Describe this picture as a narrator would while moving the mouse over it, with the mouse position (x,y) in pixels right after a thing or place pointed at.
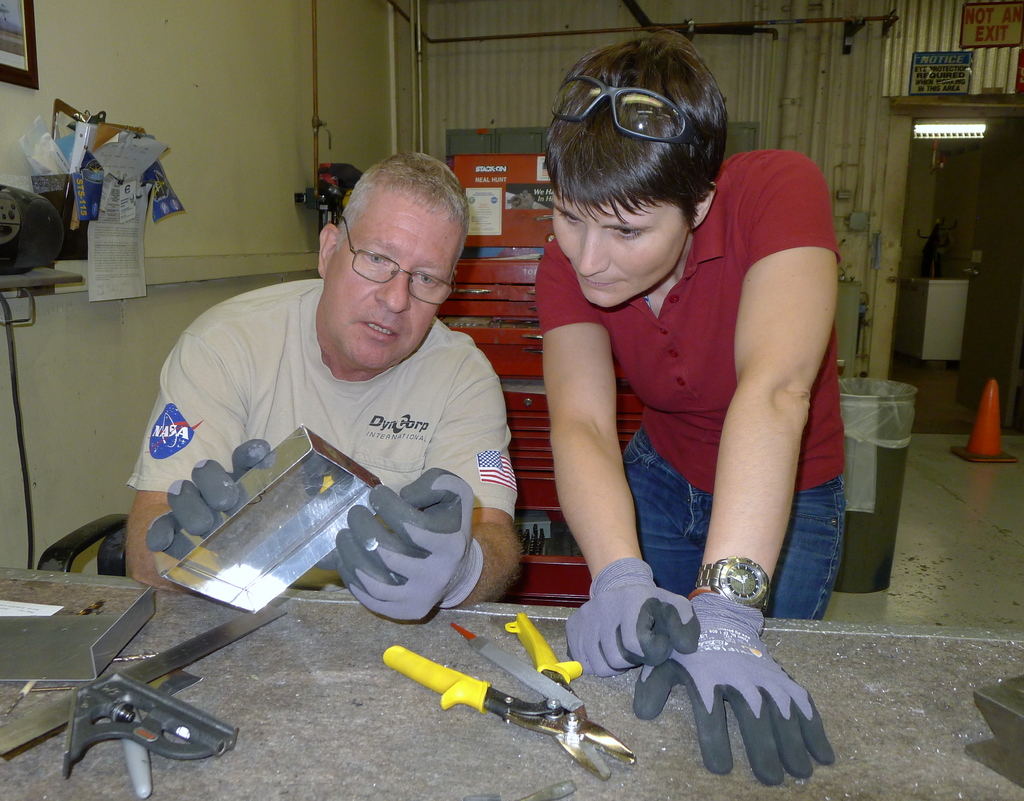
In this picture there is a person (425,567) sitting and holding the object (308,447) and there is a person (735,309) standing. There are tools (559,721) on the table (617,702). On the left side of the image (50,610) there are objects (35,214) on the table (349,782) and there is a frame (28,59) on the wall (16,155). At the back (527,416) there is an object (542,425) and there is a dustbin (859,391). On the right side of the image (1009,302) there is a door (981,152). At the top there is a light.
